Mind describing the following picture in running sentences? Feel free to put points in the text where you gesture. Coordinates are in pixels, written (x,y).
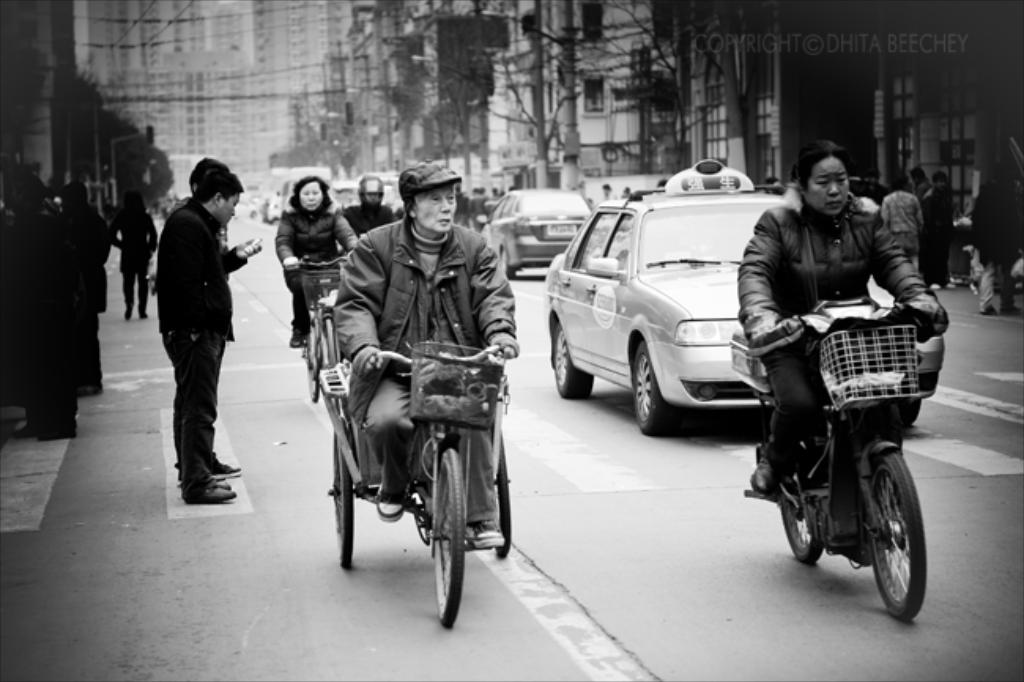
There are people (462,338) riding vehicles (728,277) on roads (303,450) in front of the buildings (856,45).
